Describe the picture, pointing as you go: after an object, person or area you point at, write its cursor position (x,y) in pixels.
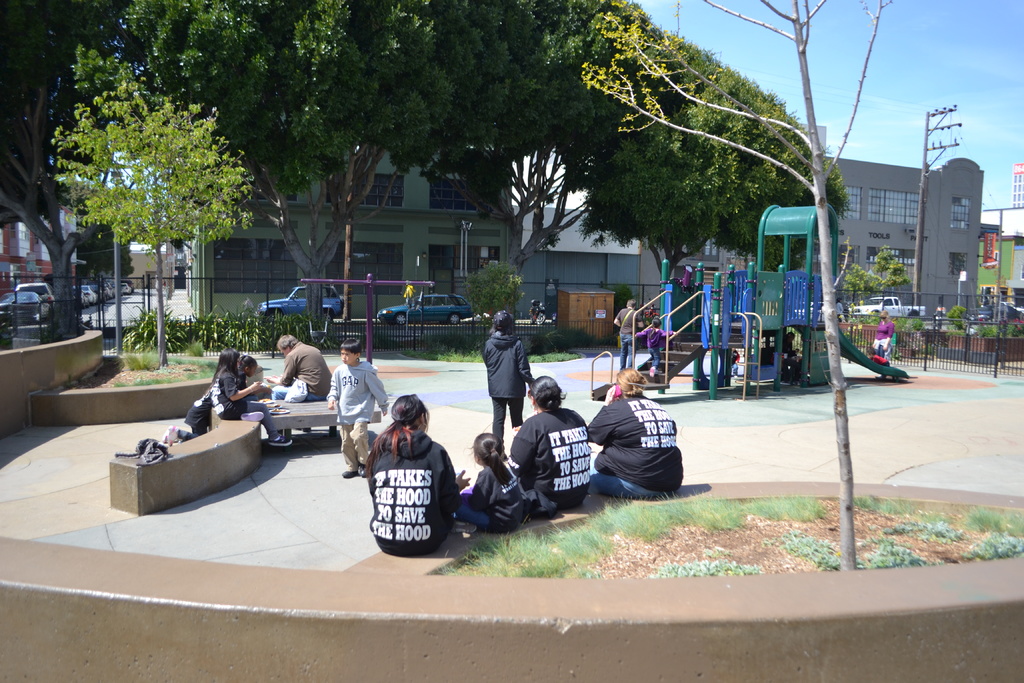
In this image we can see a few people (515,468), among them, some people (526,481) are sitting and some people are standing, there are some trees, buildings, plants (483,565), vehicles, poles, lights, fence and a slide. In the background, we can see the sky (962,64).
